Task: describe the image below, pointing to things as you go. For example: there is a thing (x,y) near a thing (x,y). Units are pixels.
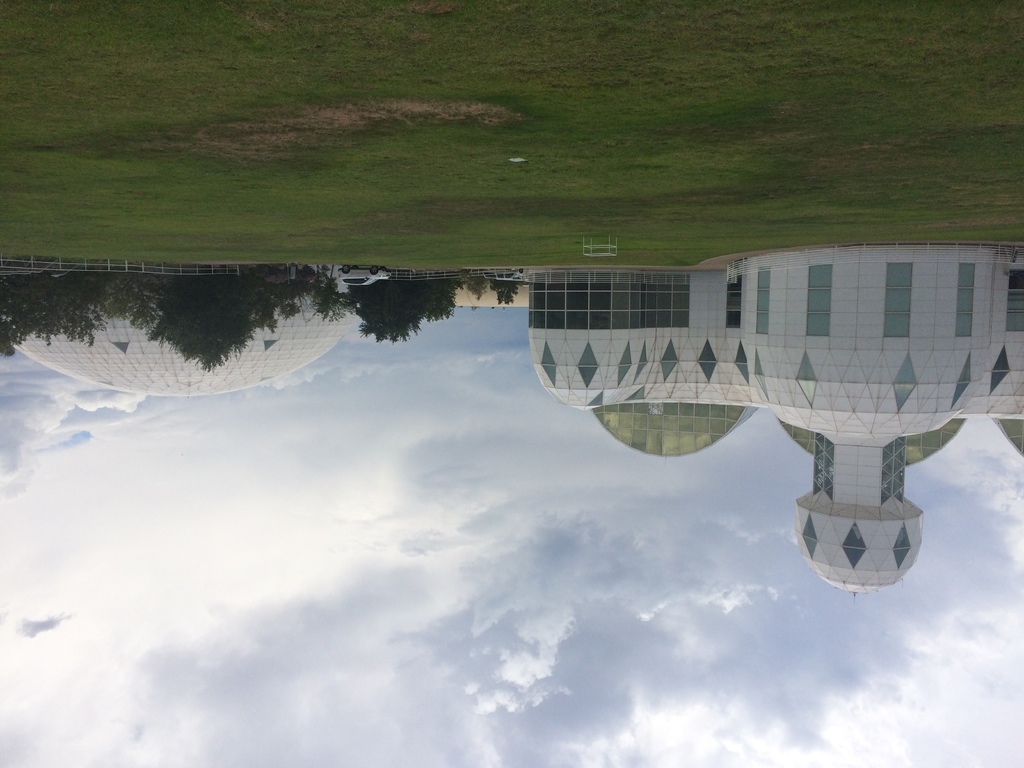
As we can see in the image there is grass (628,81), trees (51,289), buildings (332,329), sky (501,499) and clouds (528,599).
